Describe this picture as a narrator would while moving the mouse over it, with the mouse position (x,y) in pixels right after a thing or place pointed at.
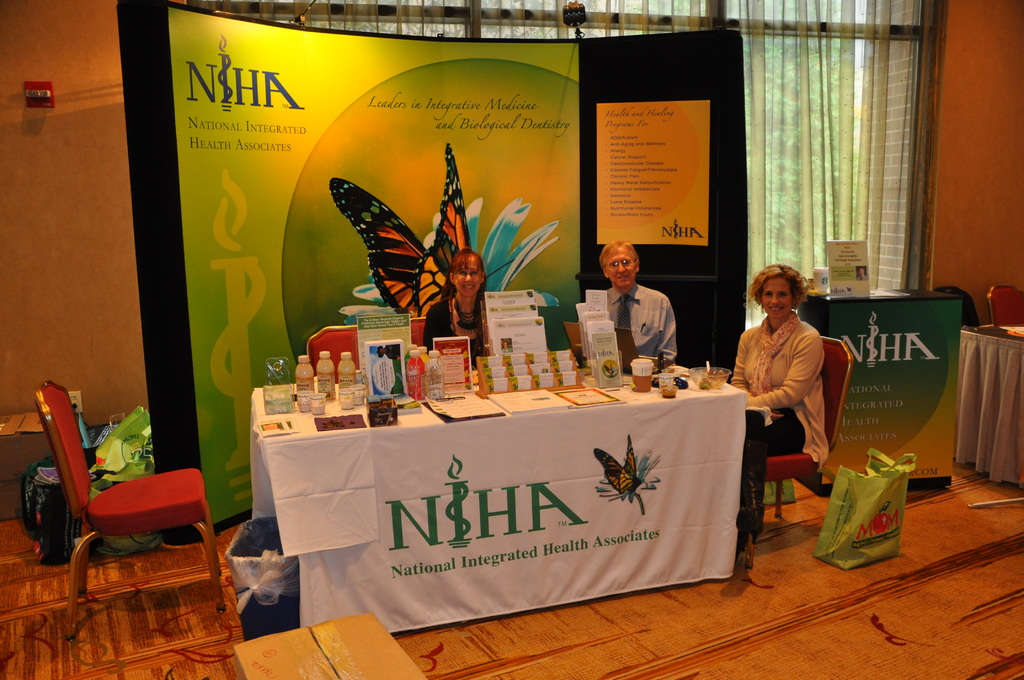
In this image we can see 3 people (793,342), in that a woman (776,354) is sitting on the chair (803,454) and a man (619,256) sitting beside and another woman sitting on the chair (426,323) which is next to the man (627,297) and in front of them there is a table (669,443) covered with white cloth (538,528) and on that table (562,462) there is some Bottles (320,384) And some papers (513,336) back side we can see the flexi (288,155) which is printed and beside that we can see the window (820,141) which is covered with cloth (816,204).
